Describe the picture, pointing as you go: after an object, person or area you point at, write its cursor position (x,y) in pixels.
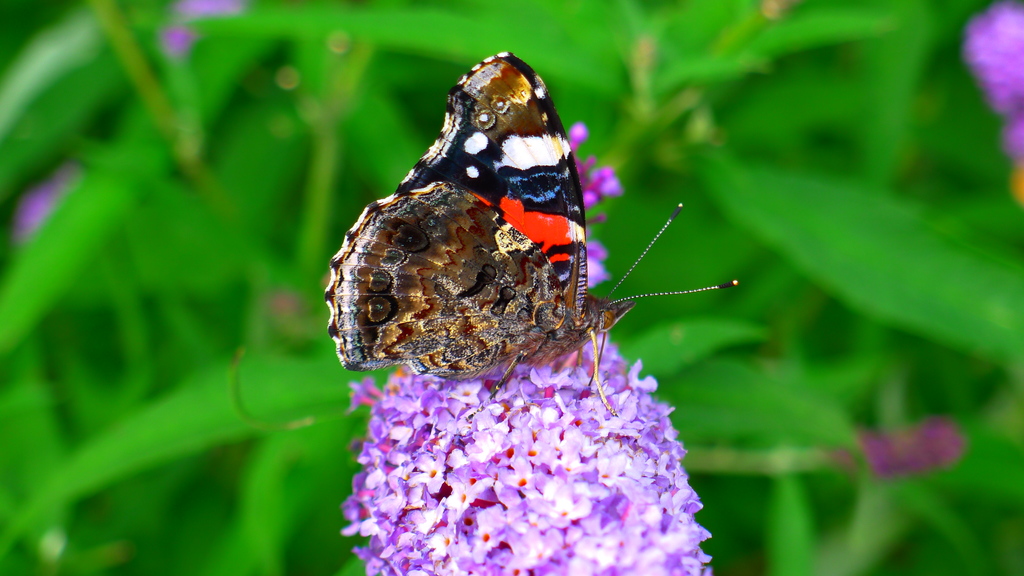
Here we can see a butterfly (451,269) on the flowers (497,448). In the background (324,93) the image is blur but we can see plants (241,455) and pink color flowers (997,71).
